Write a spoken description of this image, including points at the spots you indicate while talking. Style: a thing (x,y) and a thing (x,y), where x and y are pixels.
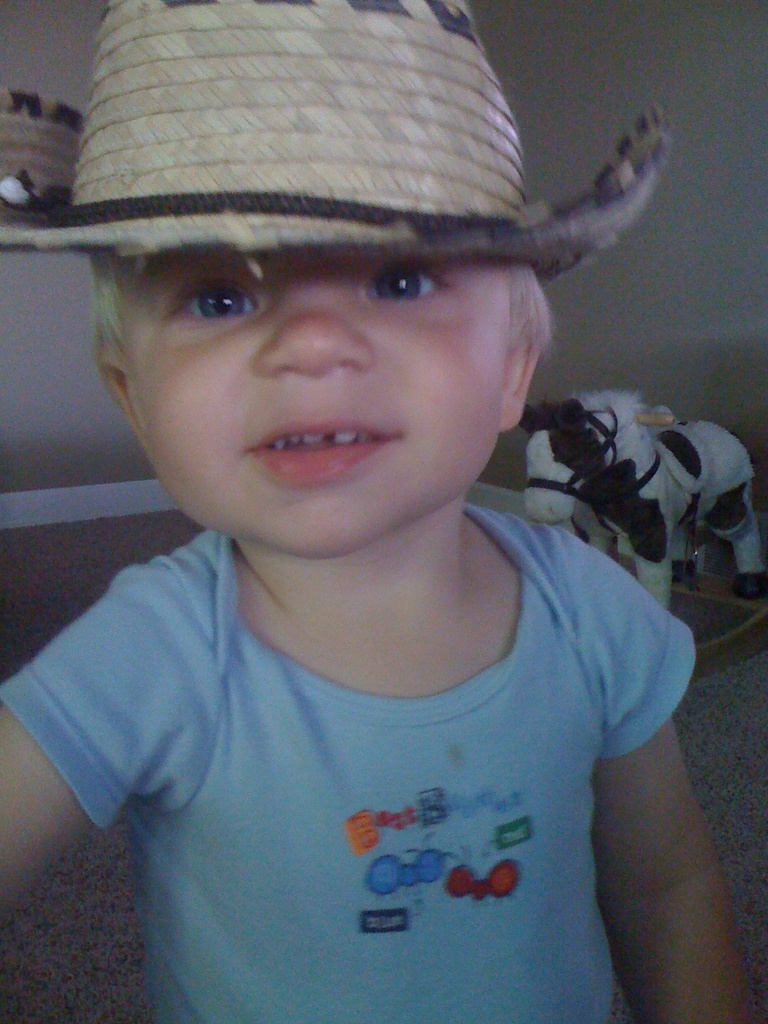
In this image there is a small baby (391,447) with hat (279,170) behind him there is a toy (700,652) and wall (68,396).
